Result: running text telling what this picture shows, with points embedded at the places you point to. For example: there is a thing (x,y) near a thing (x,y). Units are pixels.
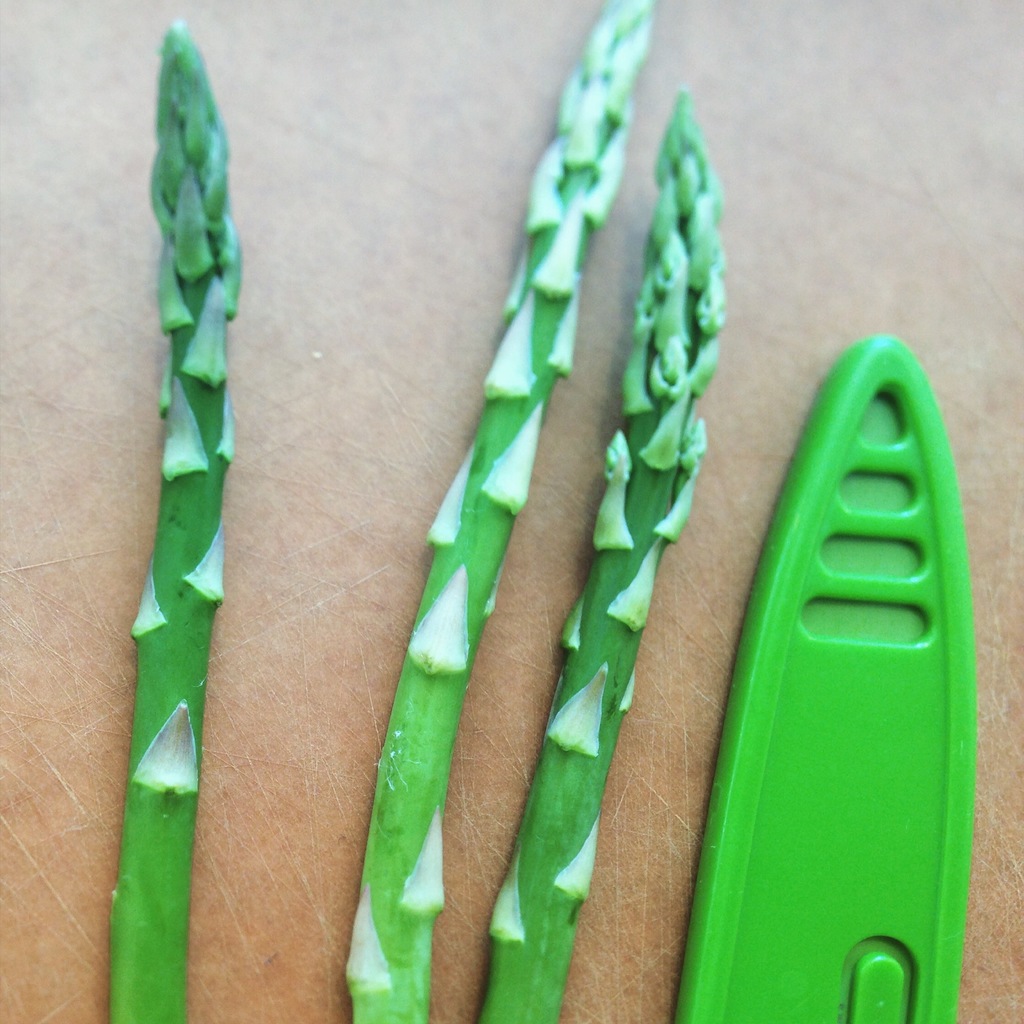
In this picture, it seems to be the stems (454,590), which are green in color in the center of the image (633,583), it seems to be a knife cover (803,708) on the right side of the image (761,912).
